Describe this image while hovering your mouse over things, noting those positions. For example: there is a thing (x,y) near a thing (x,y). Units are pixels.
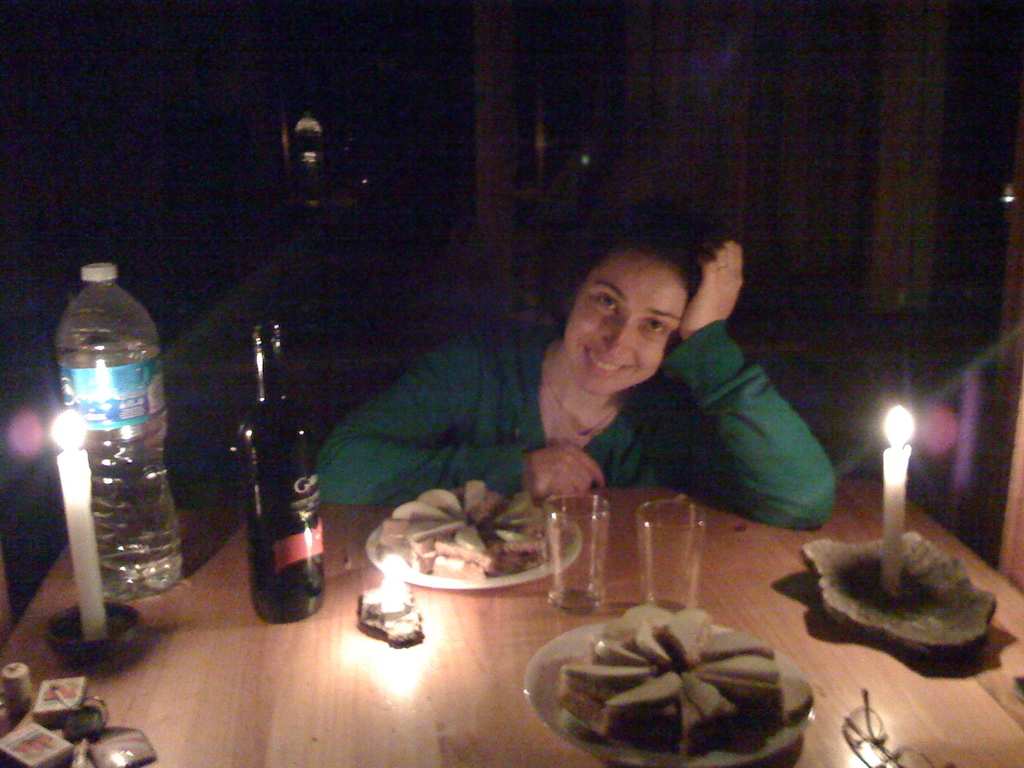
This image is clicked inside a room (737,182). The woman (364,436) is sitting in a chair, near the dining table (204,593). She is wearing green color shirt (487,467). On the table (482,677) there is bottle (301,518), plate (474,582), candle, small items (69,726), spectacles (861,728) and glasses (672,520).
